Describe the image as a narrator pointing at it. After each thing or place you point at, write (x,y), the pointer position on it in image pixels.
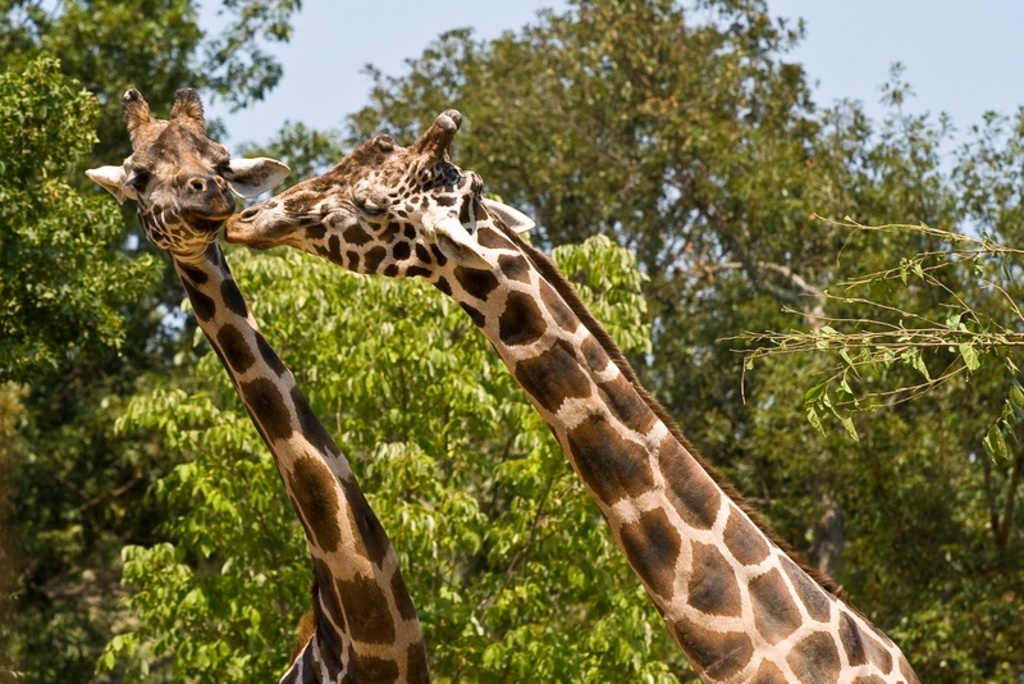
In the image there are two giraffes (617,497) standing beside each other and in the back (697,285) there are trees (509,464) and above its sky (367,24).
